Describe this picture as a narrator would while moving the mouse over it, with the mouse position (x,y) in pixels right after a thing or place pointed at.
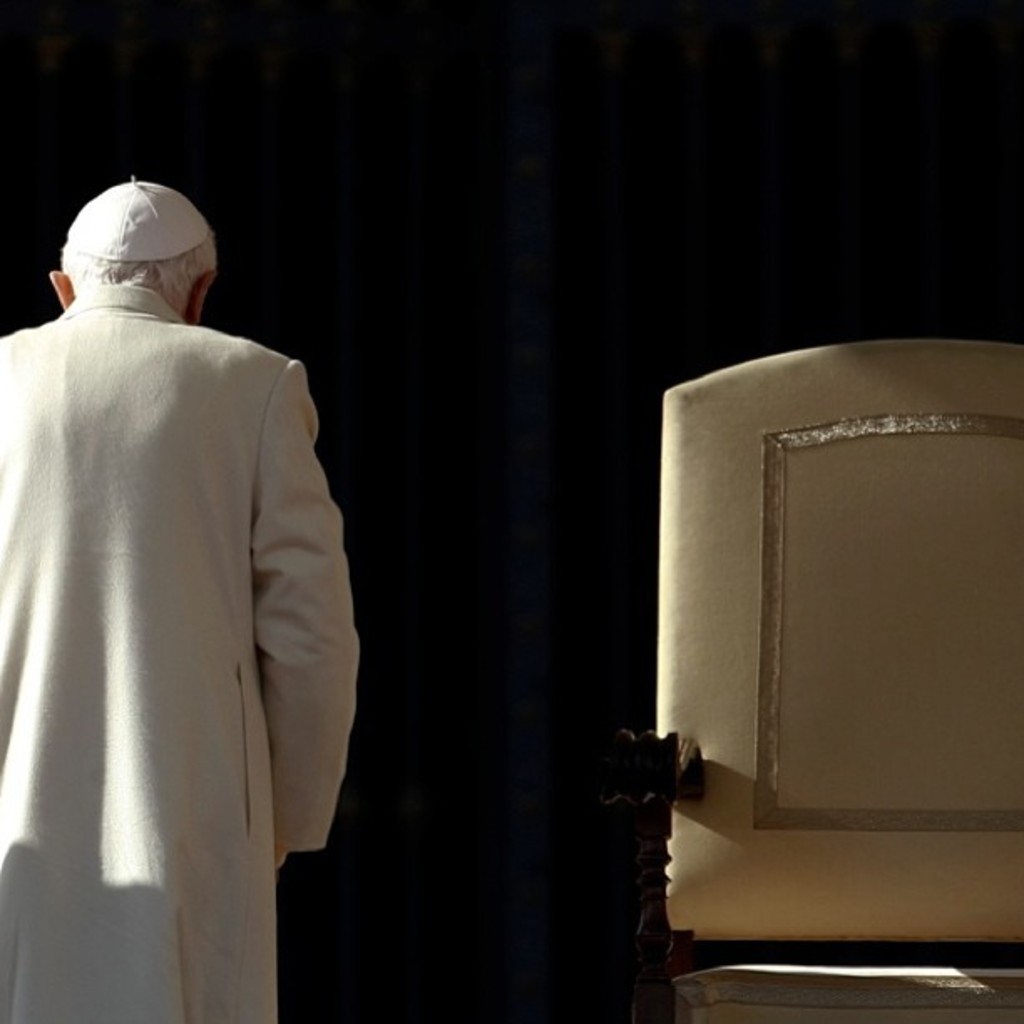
This is the man (176,757) standing. He wore a cap (120,242) and kurta (123,764). This looks like a chair (880,973). The background (202,104) looks dark.
